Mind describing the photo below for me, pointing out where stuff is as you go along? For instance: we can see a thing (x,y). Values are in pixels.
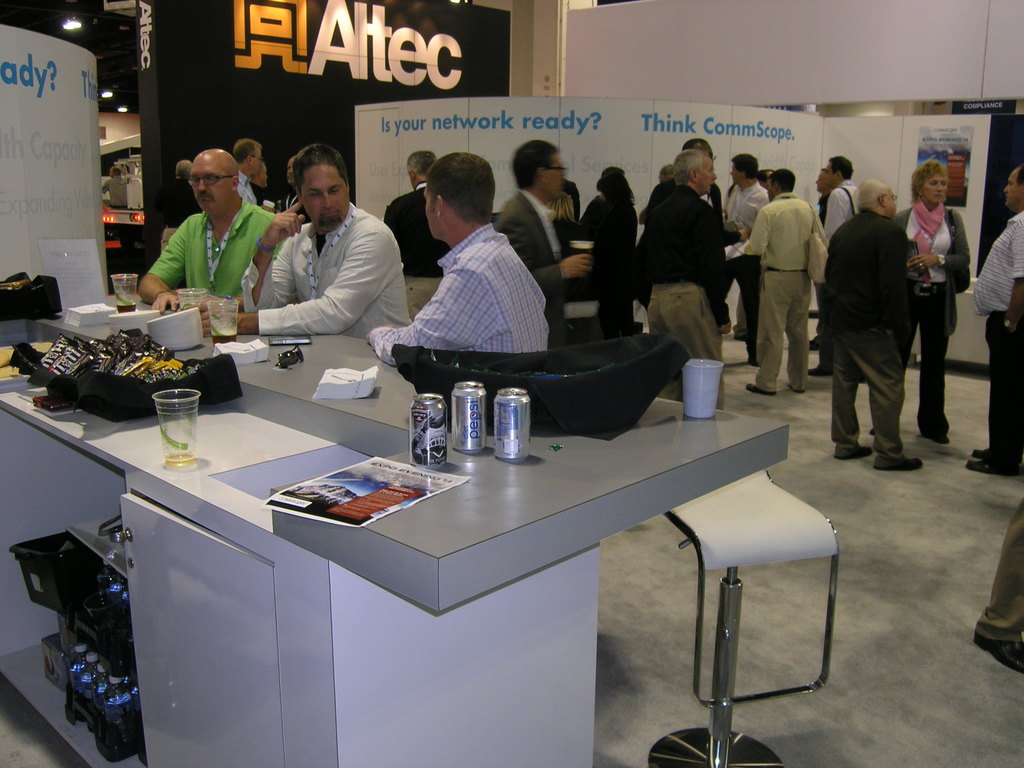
in the picture people (666,232) are standing and three persons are sitting and discussing something, there is a table (392,416) in front of them, on the table (382,404) there are different objects (316,497) present on it.
